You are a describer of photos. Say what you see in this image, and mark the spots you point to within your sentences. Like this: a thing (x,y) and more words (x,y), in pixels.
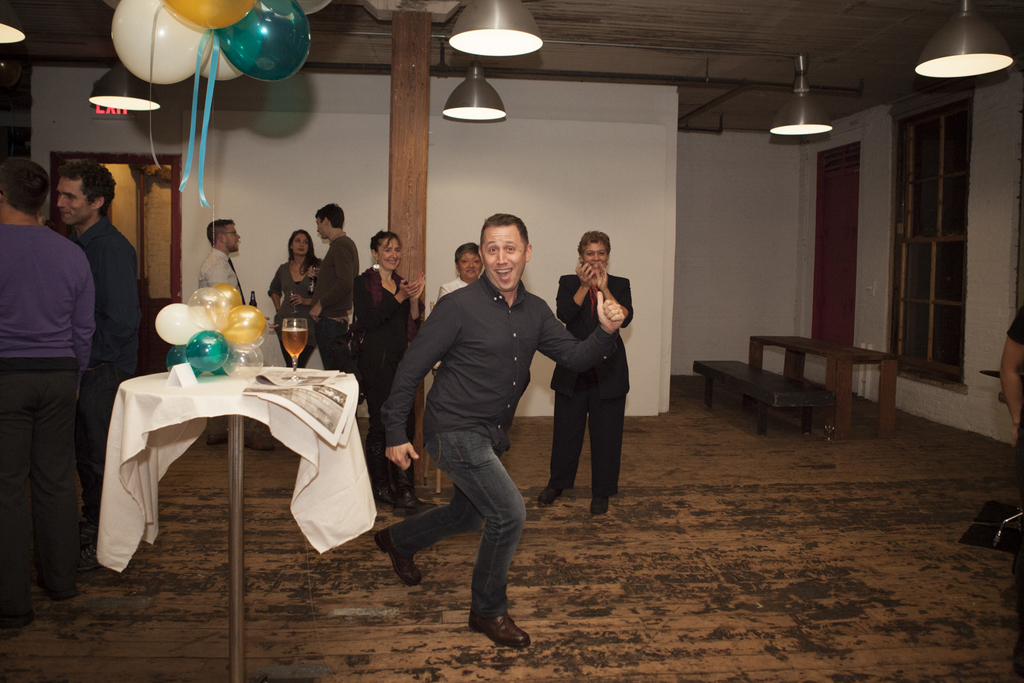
In this picture there is a man (476,371) who is standing near to the table (321,371). On the table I can see the balloons (233,301), papers (318,398), wine glasses (284,344) and white cloth (187,409). In the back (382,267) I can see some people (385,308) were standing near to the pillar (408,236) and they are smiling. Beside them I can see another group of persons (296,240) were standing near to the projector screen (297,212). At the top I can see the balloon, lights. On the right (931,340) I can see the table (836,345), bench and window (944,361). On the left (63,363) I can see two men (71,219) were standing near to the door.
